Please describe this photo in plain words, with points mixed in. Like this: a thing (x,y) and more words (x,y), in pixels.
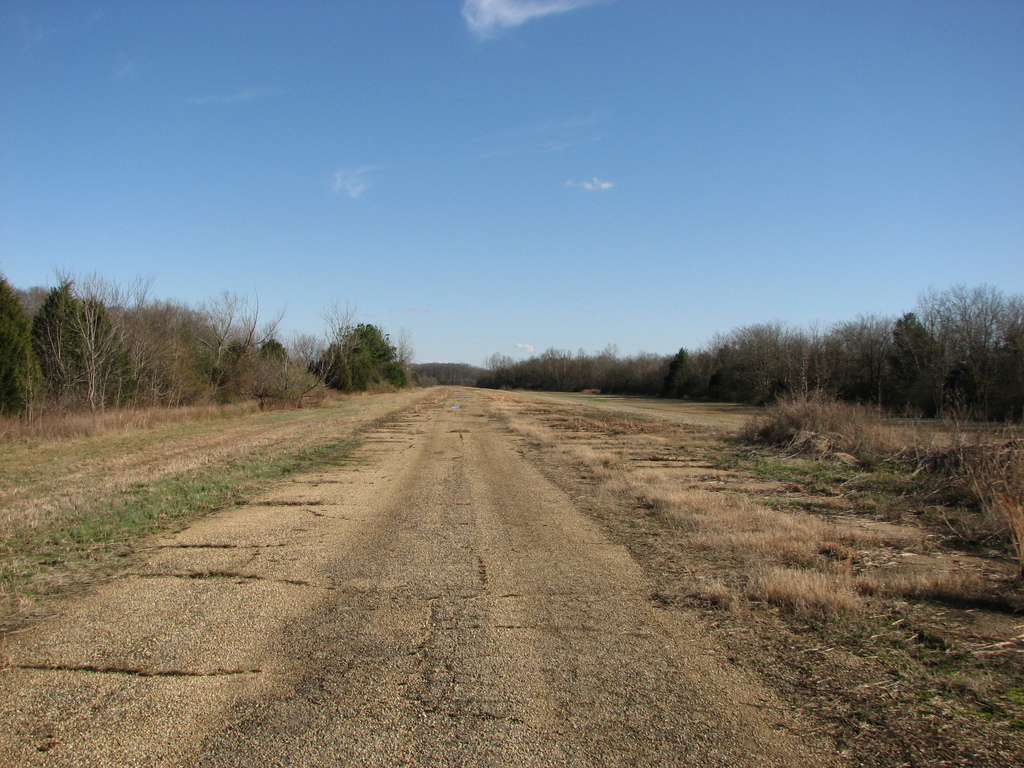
Here in this picture in the middle (404,449) we can see a road (299,499) present and on the either side of it we can see the ground (838,558) is covered with grass (284,471) and we can also see plants (256,386) and trees (60,376) present and we can see clouds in the sky (353,131).
